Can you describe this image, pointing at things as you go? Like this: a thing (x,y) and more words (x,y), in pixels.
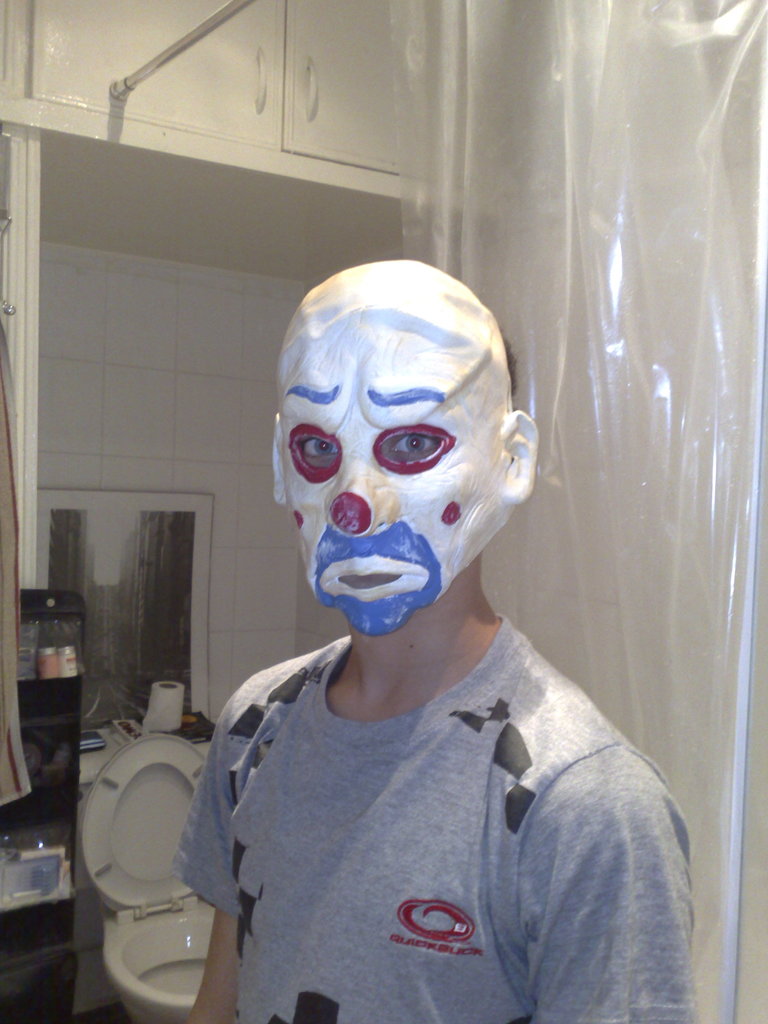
In the picture a person (391,605) is standing in a washroom (173,471), he is wearing a mask (482,445) and behind him there is a toilet seat (121,837) and there is a plastic curtain (449,177) and there are some objects (82,746) kept beside the toilet seat (89,815) and above the tiles (135,319) there are two cupboards (276,69).
